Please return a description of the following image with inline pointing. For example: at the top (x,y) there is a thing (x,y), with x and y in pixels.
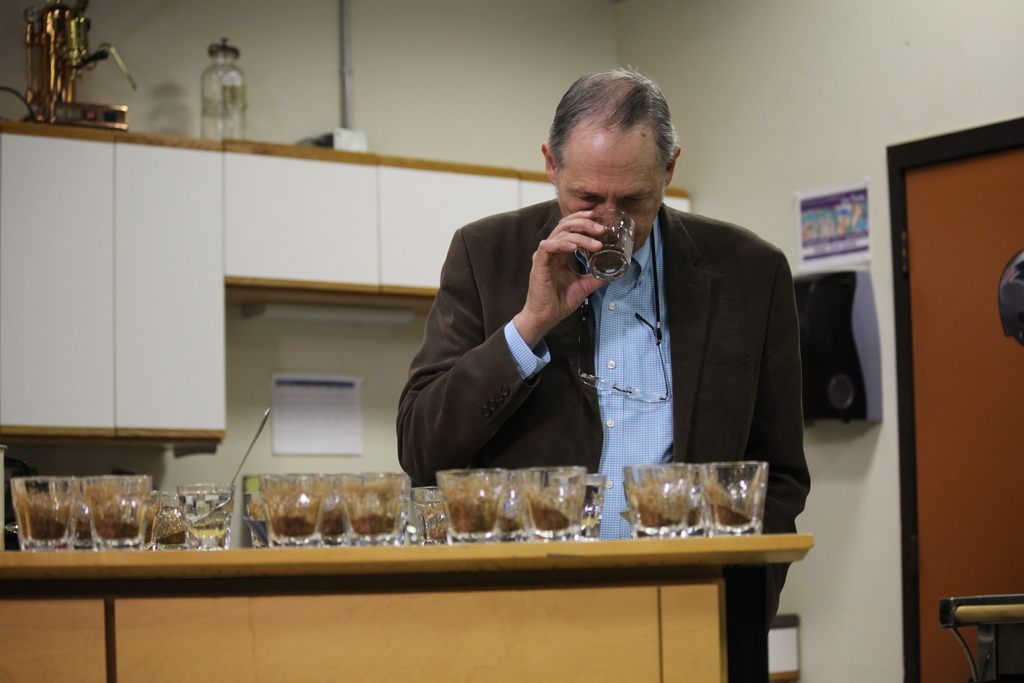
In this image in the center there is table (451,596), on the table (370,621) there are glasses (463,509) and in the center there is a man (629,368) standing and smelling a glass (590,261). In the background (251,233) there are wardrobes (318,229) on the wall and there are frames (839,246). On the top of the wardrobes (127,133) there is a jar (218,97) and there is an object (58,70) which is golden in colour. On the right side (973,352) there is a door (953,425) and on the wall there is an object (829,347) which is black and grey in colour.
